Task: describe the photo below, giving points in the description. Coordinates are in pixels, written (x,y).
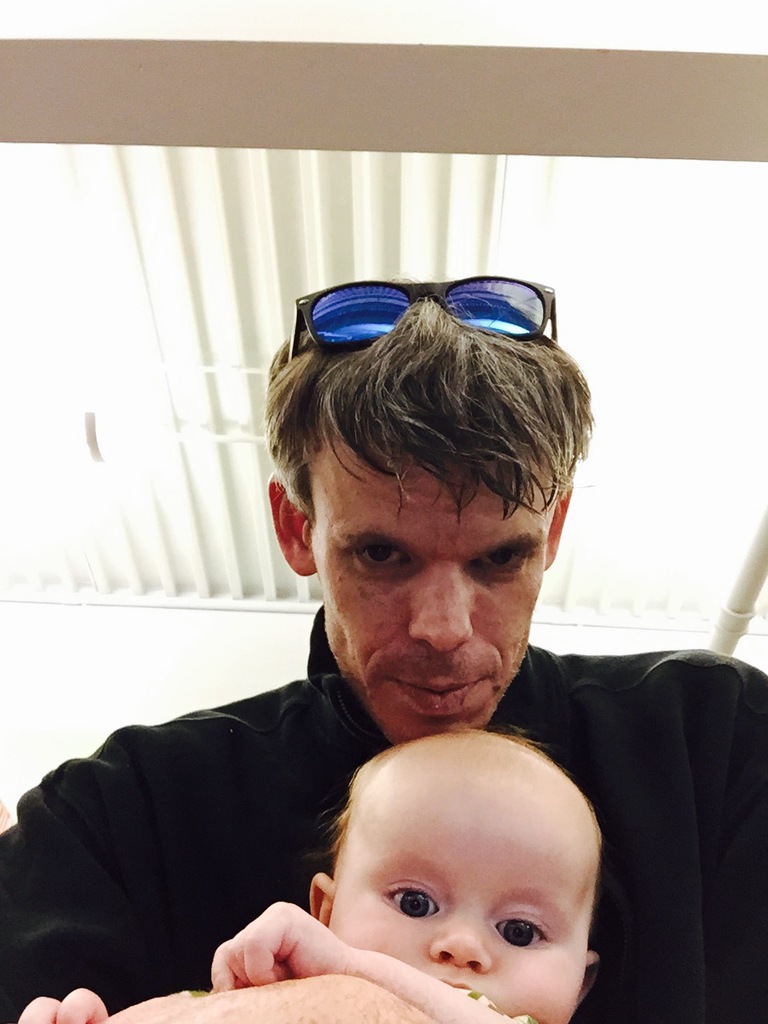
In this picture we can see a man (610,945) and a kid (469,887). At the top (336,239) it is ceiling (160,443).
